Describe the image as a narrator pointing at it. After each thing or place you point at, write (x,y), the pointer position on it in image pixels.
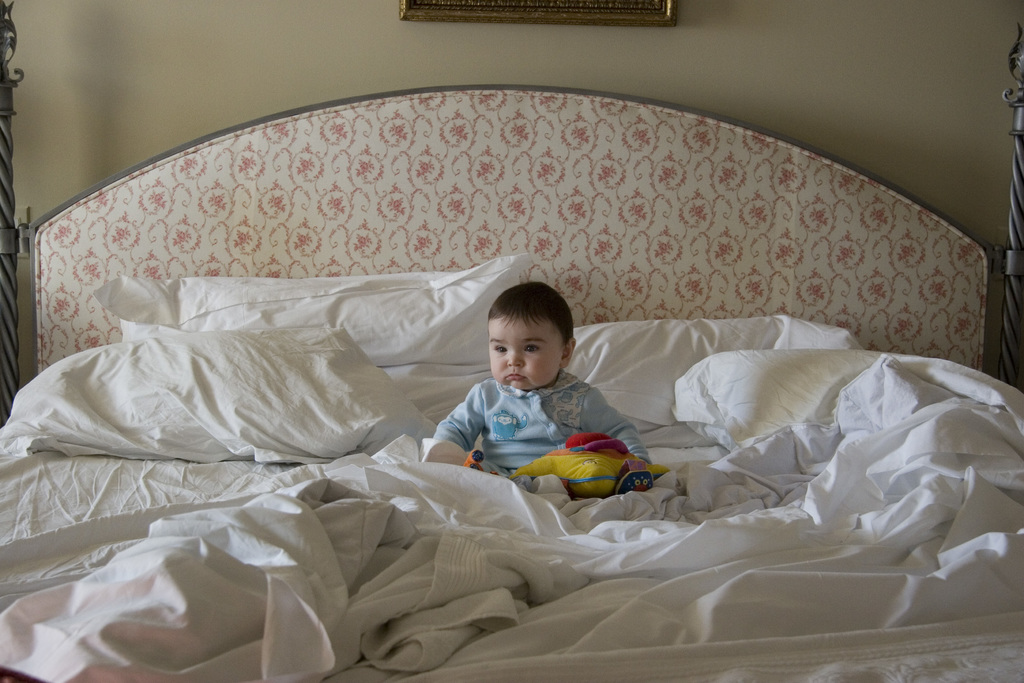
A baby (485,459) is sitting on the bed (213,495) behind him there are pillows (429,337) and wall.
